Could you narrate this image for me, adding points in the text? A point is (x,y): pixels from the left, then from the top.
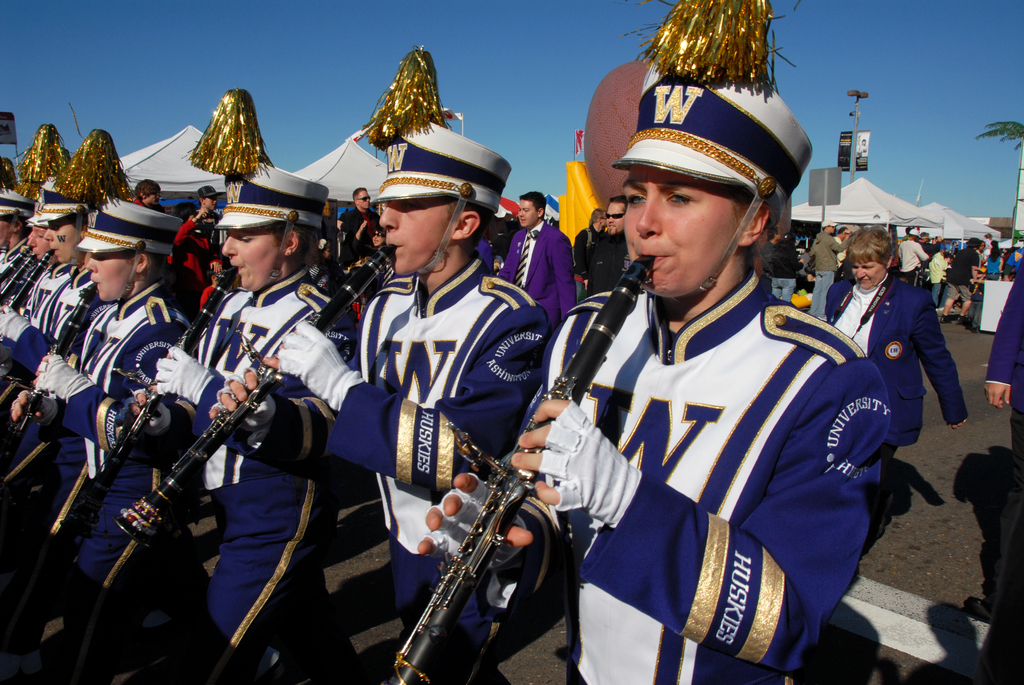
In this image in the front (209,315) there are persons (273,348) playing a musical instrument (561,390). In the center (545,267) there are persons (539,259) walking in the background (210,225) there are tents (868,205), persons (358,223) and there is a tree (1019,141).
